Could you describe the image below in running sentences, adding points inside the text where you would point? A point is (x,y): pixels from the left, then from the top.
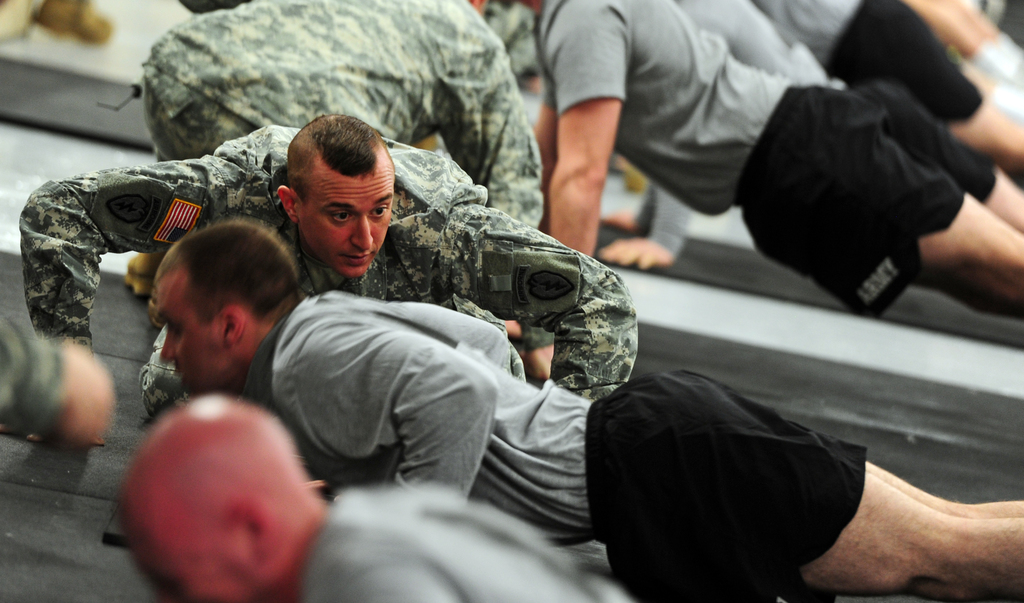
In this image we can see group of persons (725,27) on the ground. Some persons (494,236) are wearing military uniforms (390,254).
